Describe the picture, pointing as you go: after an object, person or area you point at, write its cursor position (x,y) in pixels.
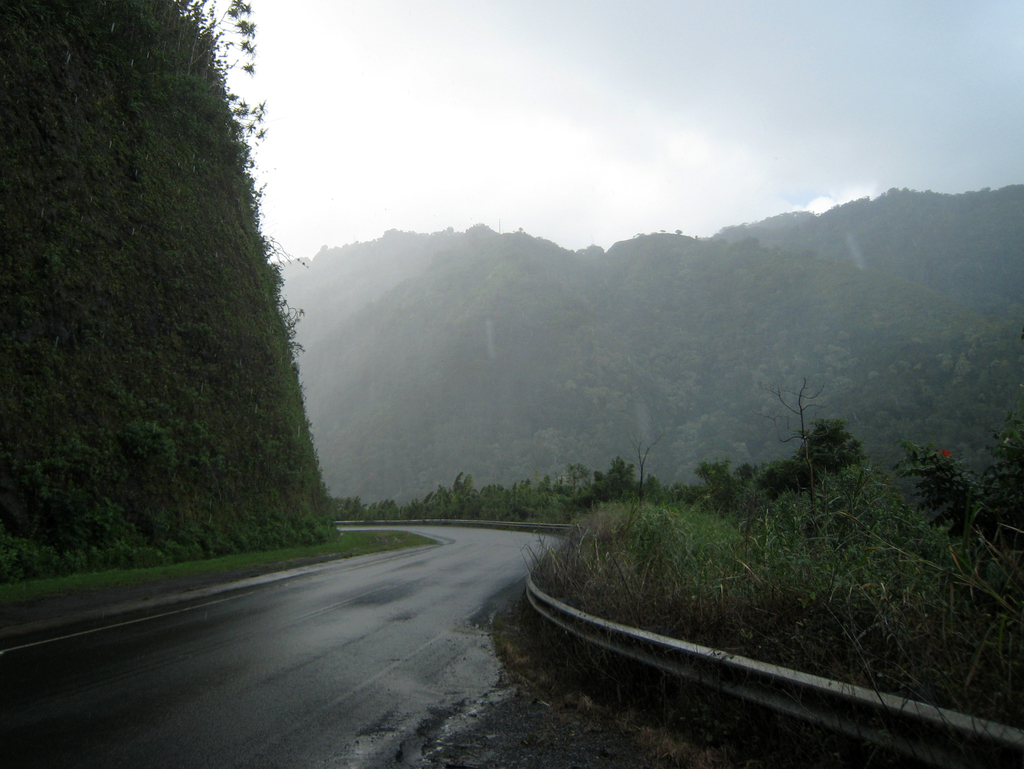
In this image we can see a road (463,606) and a barrier (591,639). Behind the road (457,534) we can see mountains (370,350) and on the mountains (327,345) we can see a group of plants (372,349). On the right side (796,461), we can see few trees (760,476). At the top (511,207) we can see the sky (433,201).
